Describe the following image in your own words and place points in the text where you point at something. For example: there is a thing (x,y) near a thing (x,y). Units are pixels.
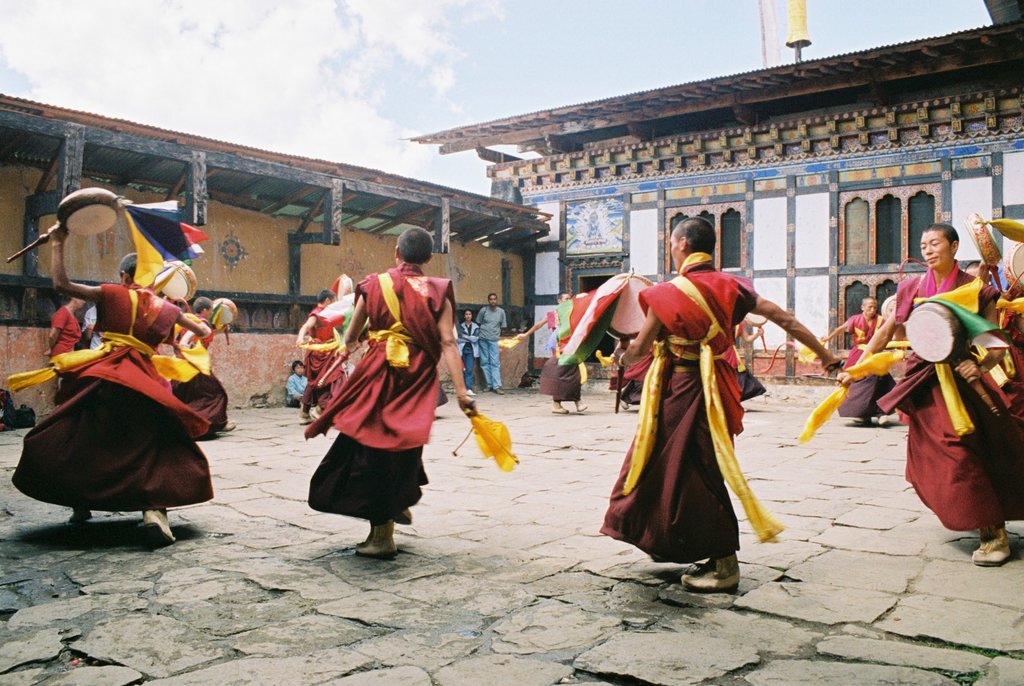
In this image we can see many persons (654,387) on the ground (509,555). In the background (892,233) we can see buildings (575,236), sky (461,71) and clouds (282,59).
